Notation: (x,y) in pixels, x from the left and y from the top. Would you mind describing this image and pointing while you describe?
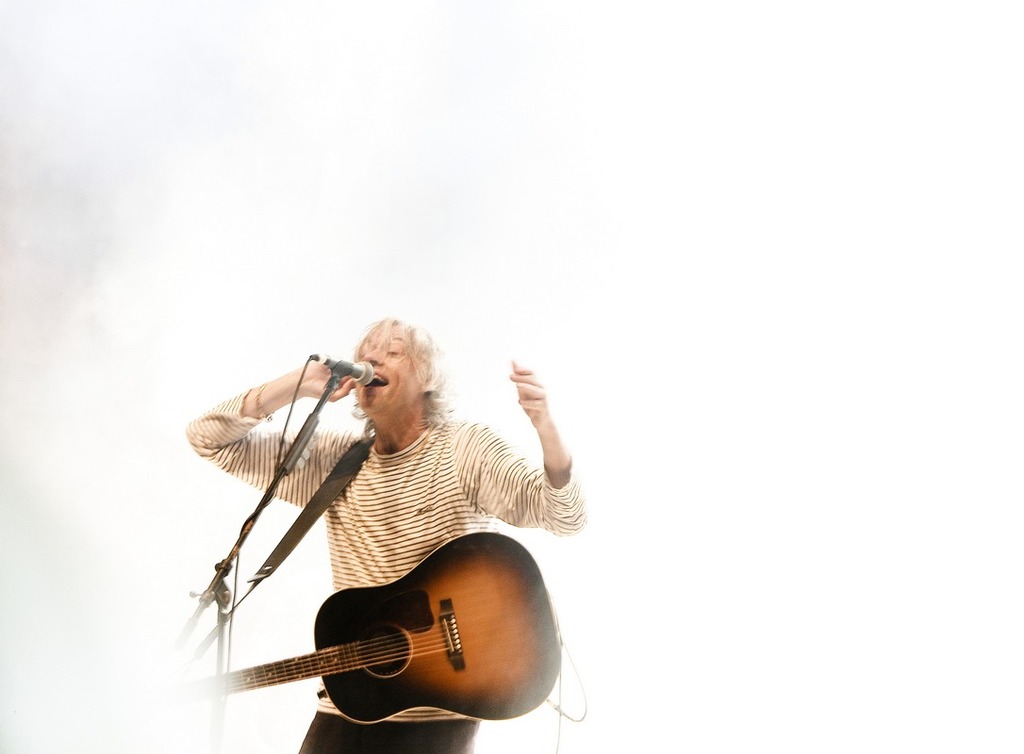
In the picture there is a man (424,450) who is singing a song he is also holding the guitar (497,565) the background (666,130) there is a white color wall (352,214).
